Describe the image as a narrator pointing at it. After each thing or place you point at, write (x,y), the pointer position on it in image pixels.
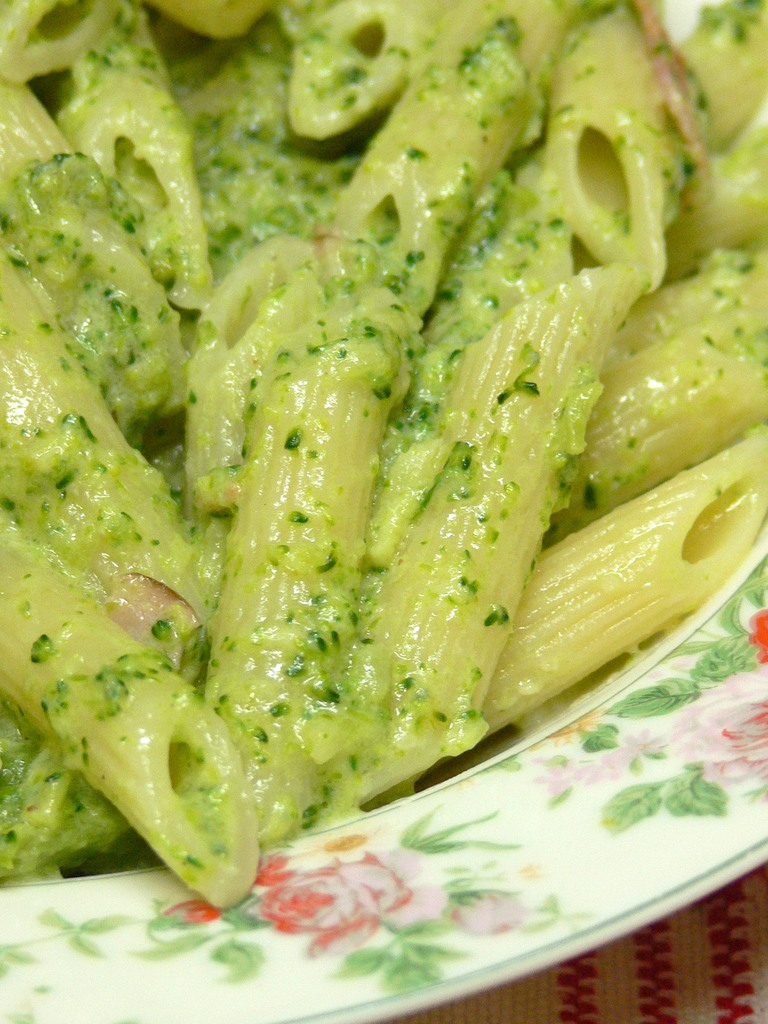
In this picture i can see the pasta (494,287) in a white plate (606,787). This plate (686,768) is kept on the table (725,979).
